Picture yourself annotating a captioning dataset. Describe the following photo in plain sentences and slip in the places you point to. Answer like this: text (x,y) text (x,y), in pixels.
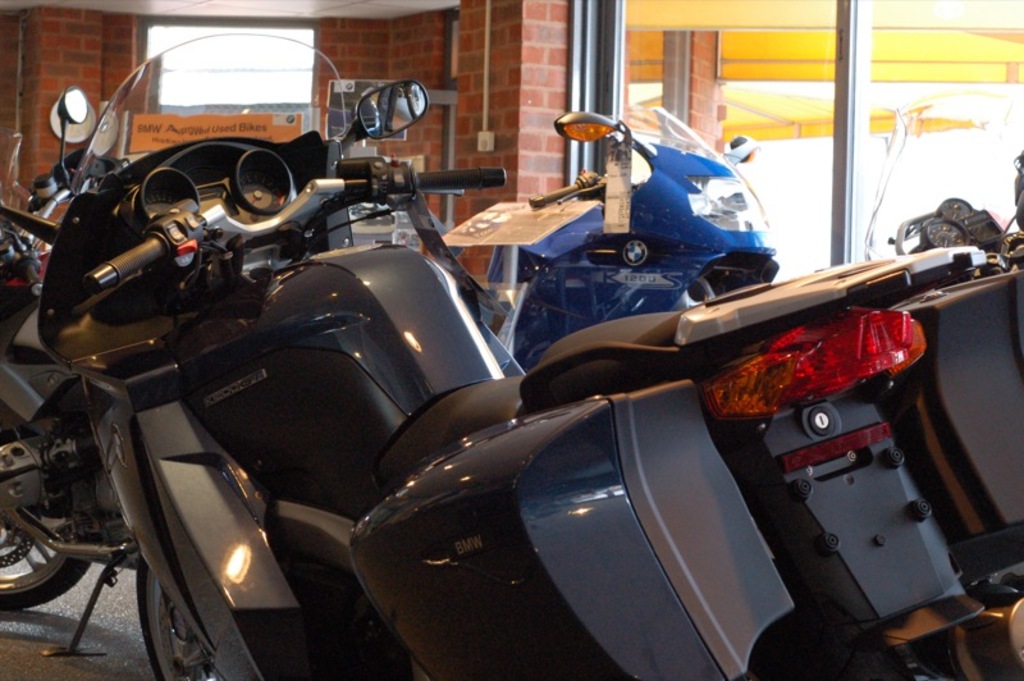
This picture is taken inside the room (727,279). In this image, we can see few bikes (797,375). In the background (770,64), we can see a glass door (879,157) and a brick wall (552,130) and a hoarding (275,121), outside of the glass door (755,108), we can see a brick wall (717,112) and a roof (755,60).
